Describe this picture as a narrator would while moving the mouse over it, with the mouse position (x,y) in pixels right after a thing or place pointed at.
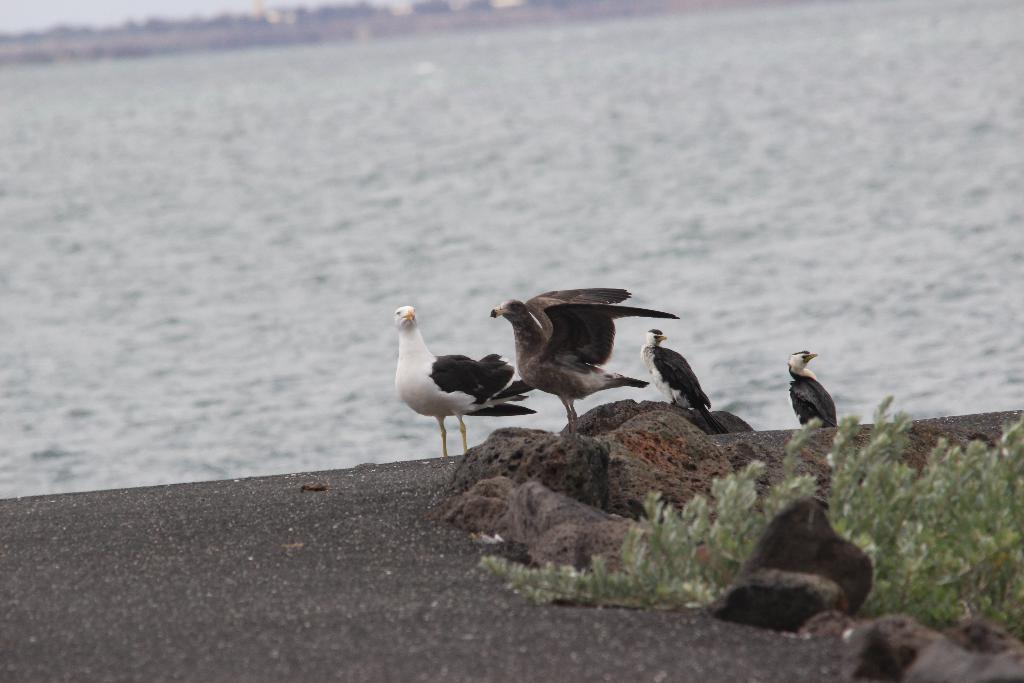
In this image we can see a group of birds (500,363) on the ground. In the foreground (655,535) we can see rocks (921,640) and plants (847,505). In the background (623,231), we can see water (310,208).
